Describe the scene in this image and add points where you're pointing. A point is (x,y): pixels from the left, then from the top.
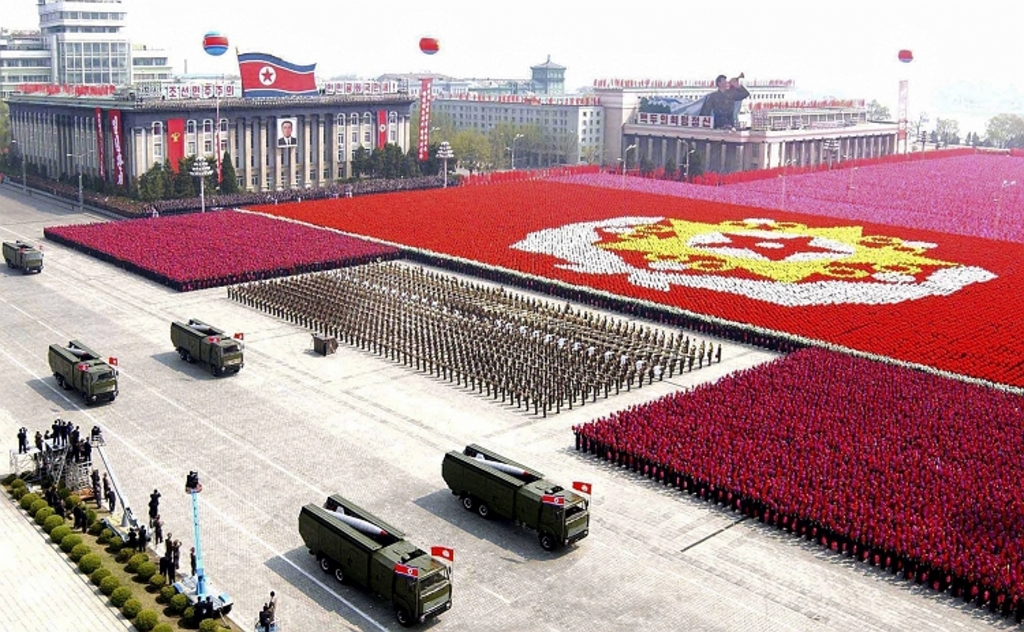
In the foreground (352,339) I can see plants (144,561), poles (201,582), group of people (133,539), trucks (399,531) on the road (398,412) and a crowd (888,352) on the ground (706,369). In the background (226,112) I can see buildings (682,142), fence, trees (170,198) and the sky (502,59). This image is taken during a day on the ground (793,542).
